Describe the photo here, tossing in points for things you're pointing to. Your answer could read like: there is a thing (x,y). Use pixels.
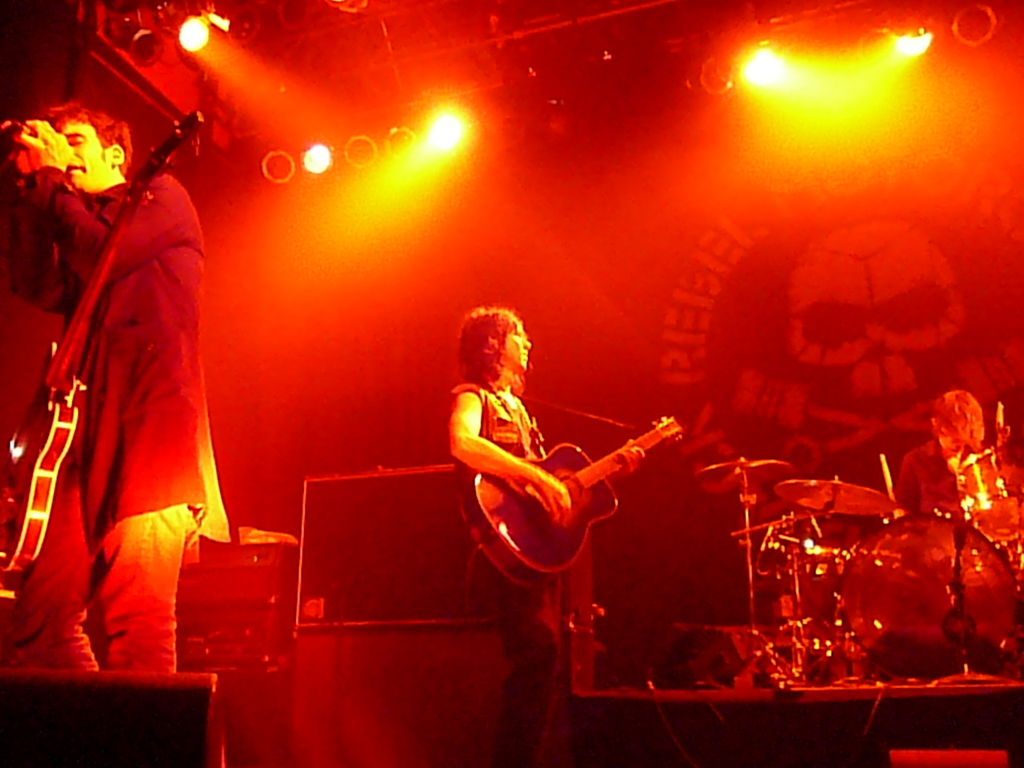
In this image we can see a person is standing and playing the guitar (595,479), and at back (881,505) here are the drums (840,515), and here a person (157,353) is standing, and here are the lights (431,132).
